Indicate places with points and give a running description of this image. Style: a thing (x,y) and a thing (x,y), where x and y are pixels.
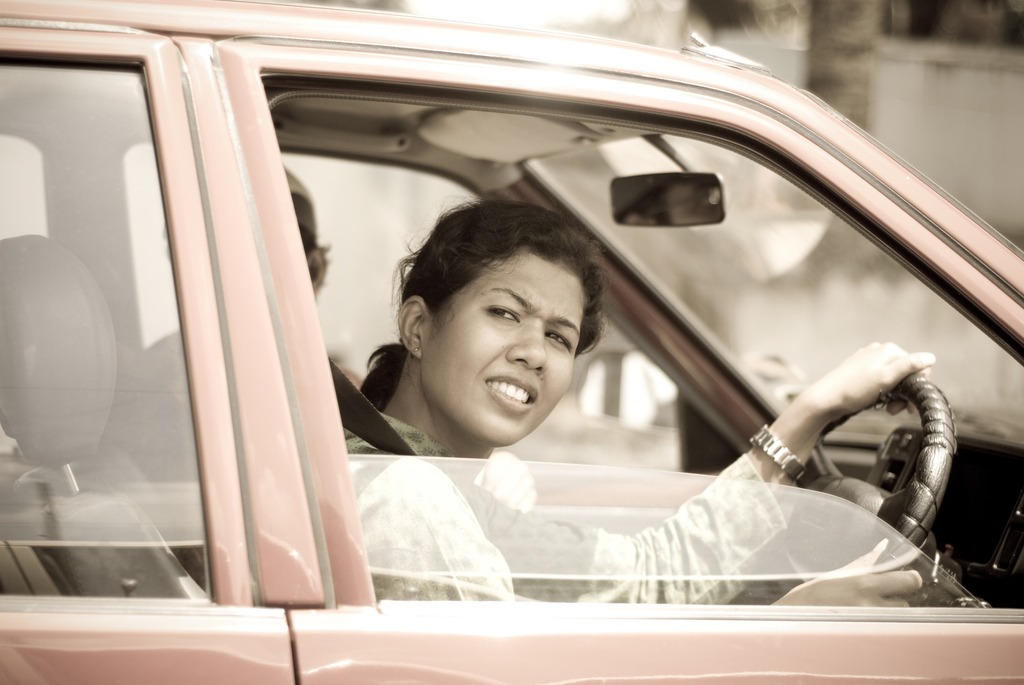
This Picture describe about the woman (518,293) who is driving the car (754,558), keeping the hand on the steering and wearing a seat belt (375,435) is giving the pose into the camera. Beside her a man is sitting in the car (580,59). Behind we can see a building (932,126) and a tree (834,84).
